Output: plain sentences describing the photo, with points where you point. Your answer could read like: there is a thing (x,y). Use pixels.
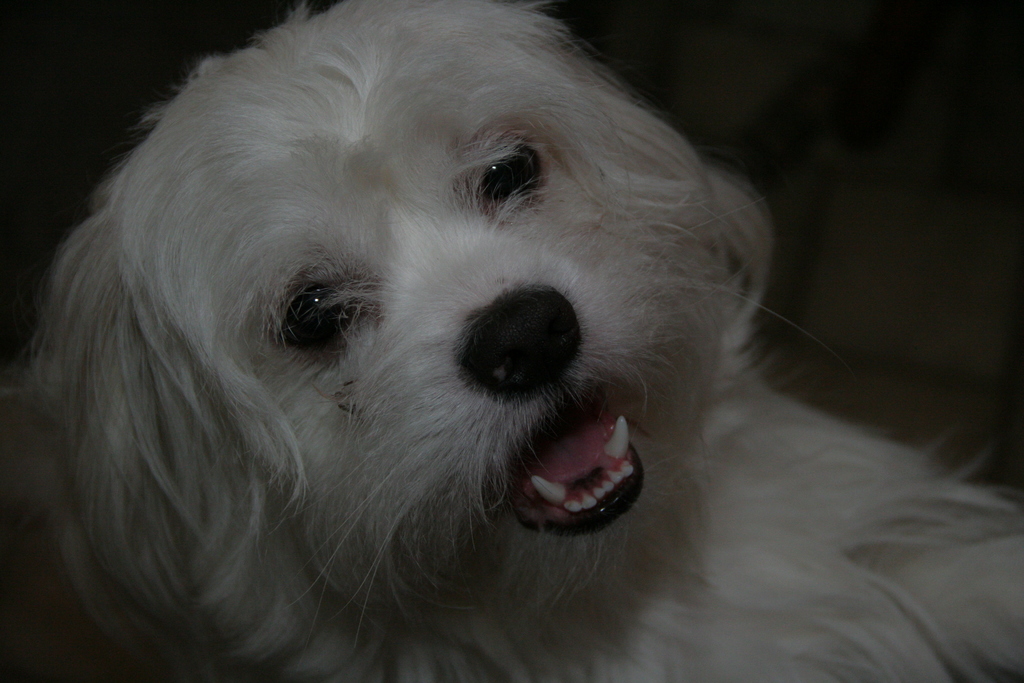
In the image there is a white dog (430,351) and the background of the dog (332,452) is blur.
